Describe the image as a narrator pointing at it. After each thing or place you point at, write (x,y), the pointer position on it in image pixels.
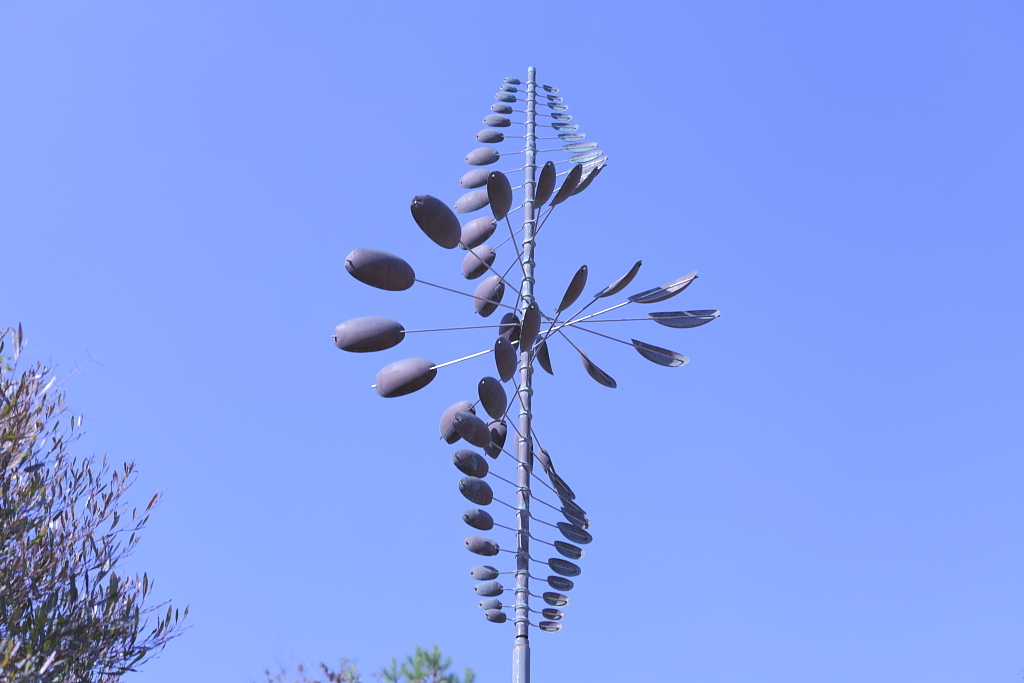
In this picture we can see a copper and steel sculpture(Twister (528,569) oval). We can see a few trees (433,682).
